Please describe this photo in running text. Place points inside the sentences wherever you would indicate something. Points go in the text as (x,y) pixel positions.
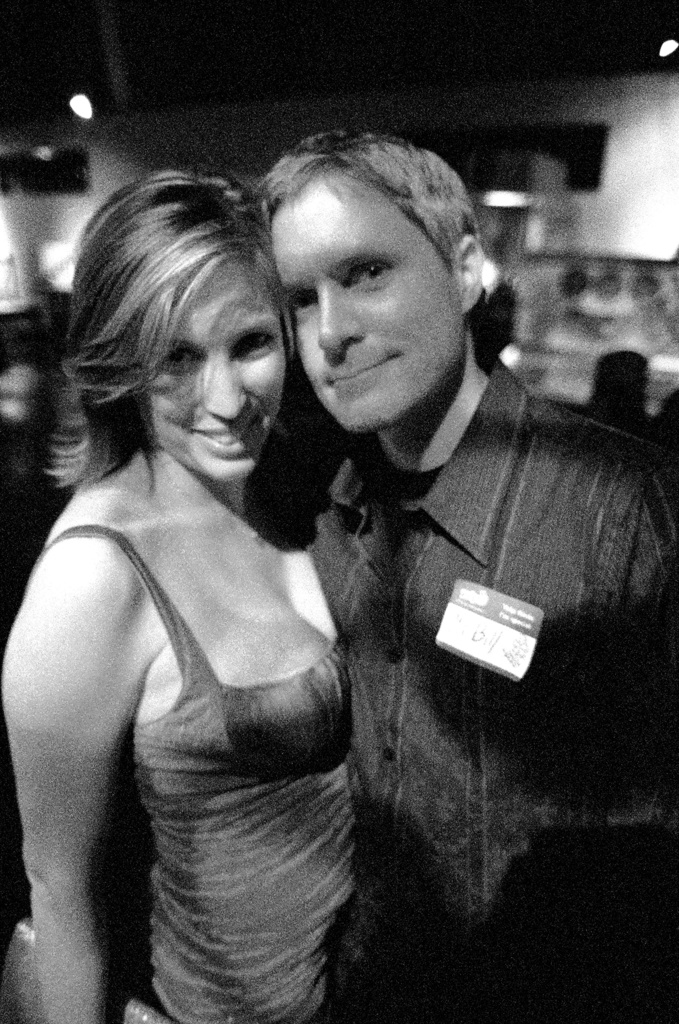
In this picture there is a woman (327,907) who is wearing grey dress (257,861), beside her we can see man (540,619) who is wearing shirt (545,618) and id card (509,615). In the background (604,403) we can see group of person (674,409) sitting on the chair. Here we can see lights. Here we can see bench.
